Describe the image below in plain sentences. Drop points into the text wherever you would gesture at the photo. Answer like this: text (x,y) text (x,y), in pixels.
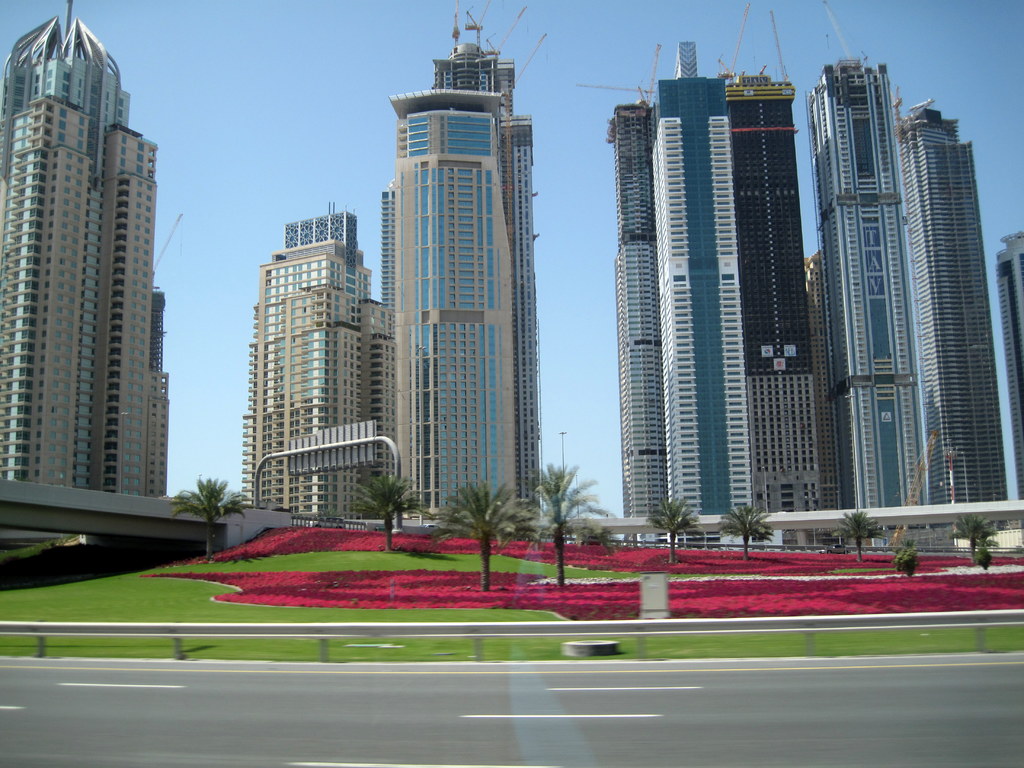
This image consists of buildings (56,311). At the bottom (771,598), we can see green grass (333,645) and small plants (344,600) in red color. And we can see a road (255,665). At the top (310,71), there is sky (337,49).
